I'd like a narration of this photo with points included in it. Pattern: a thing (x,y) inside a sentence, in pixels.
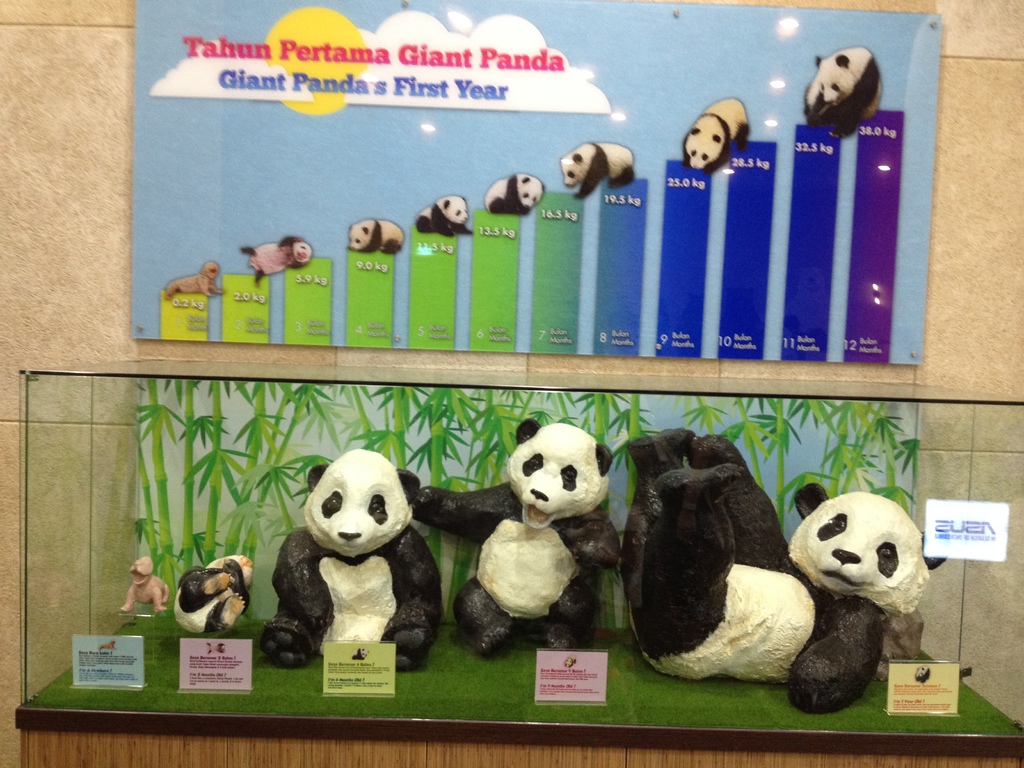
In this picture i can see statues (524,564) of pandas (524,564) in a mirror box (501,549). In the background (53,218) i can see a wall (115,198) on which a board (403,163) is attached to it.
